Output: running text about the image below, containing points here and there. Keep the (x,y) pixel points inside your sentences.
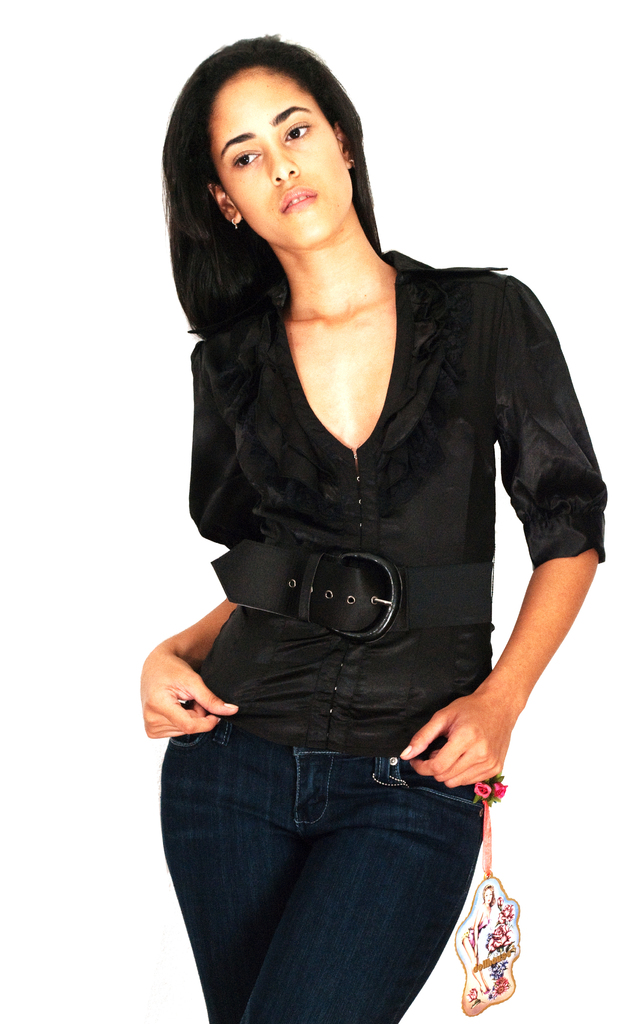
In the foreground of this image (572,551), there is a woman (354,652) standing and wearing a black shirt (443,514) and there is a tag (462,999) tied to the jeans (472,794) and there is a white background (474,68).
